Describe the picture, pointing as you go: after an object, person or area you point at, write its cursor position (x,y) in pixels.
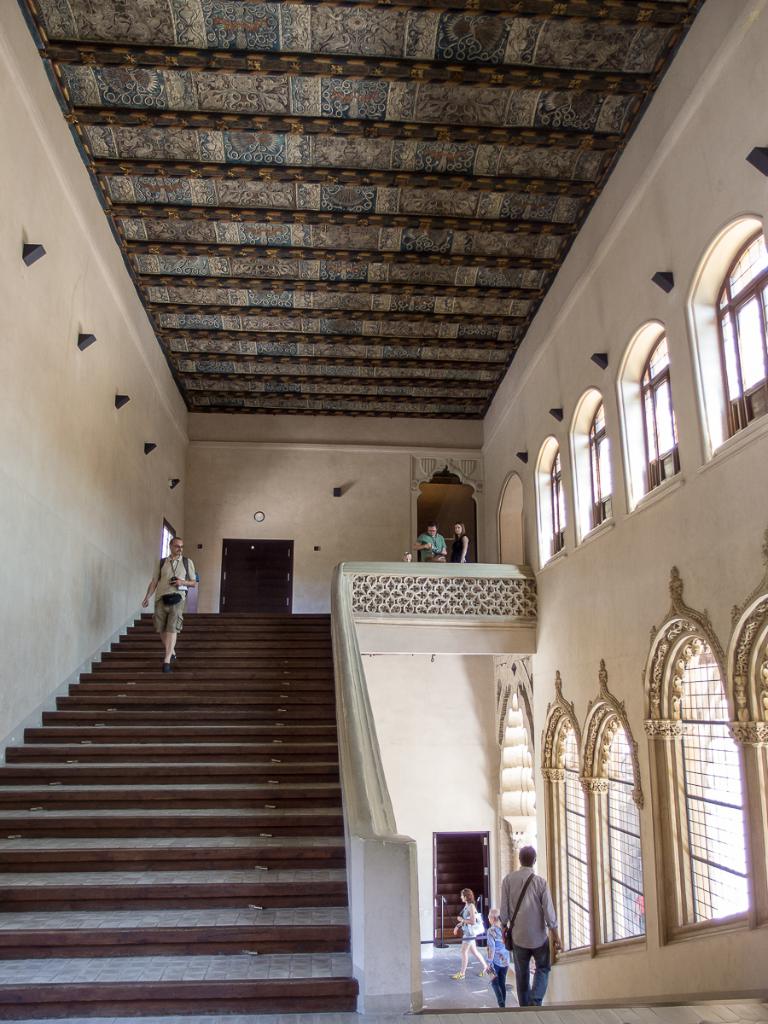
This is the inside view of a building (247,579), in this image there are a few people (165,664) walking down the stairs (161,780), beside the stairs (309,880) there are glass windows (701,848).
